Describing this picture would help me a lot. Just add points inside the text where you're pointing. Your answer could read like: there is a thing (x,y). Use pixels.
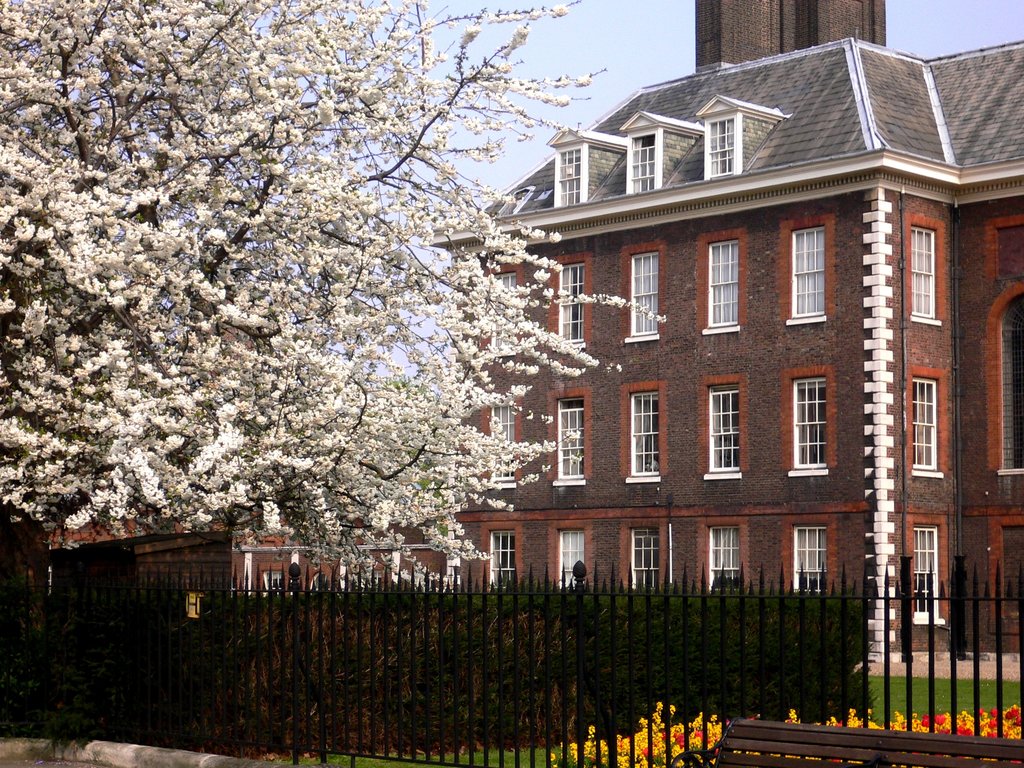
In the image we can see there is a building (793,334) and there are flowers (359,380) on the tree (315,328). There is an iron fencing (668,752) and there are flowers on plants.
